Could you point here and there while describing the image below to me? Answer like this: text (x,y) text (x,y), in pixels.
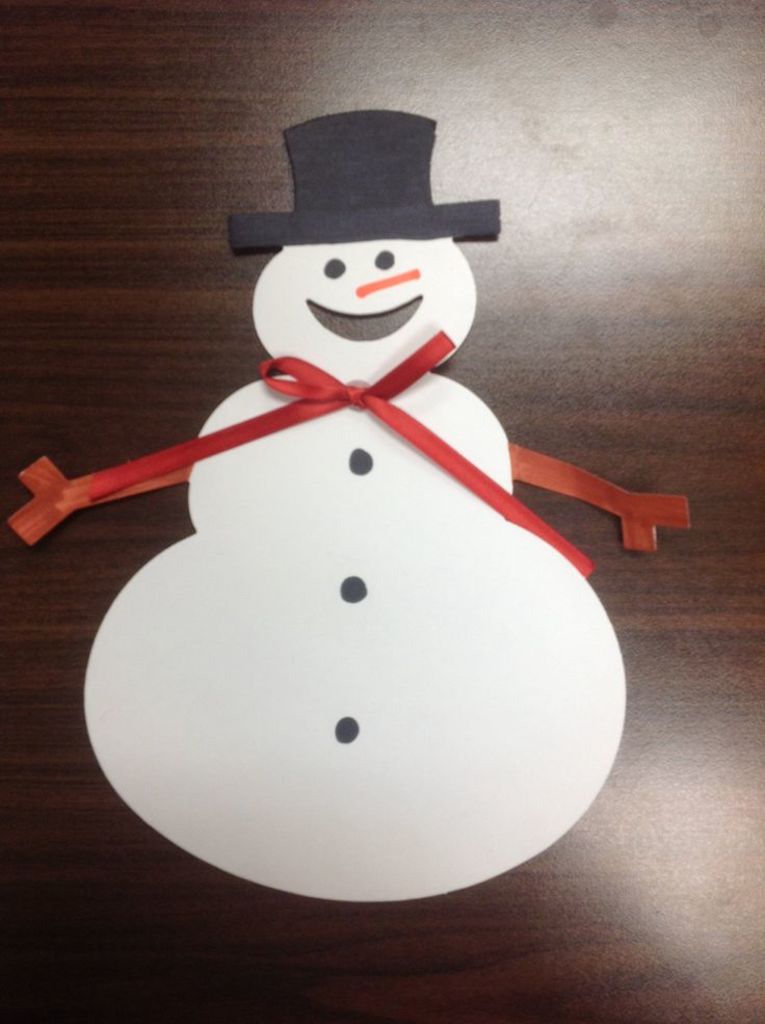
In this image, we can see snow man's craft (367,523) on a wooden object (717,776). Here we can see red color ribbon (402,424).
